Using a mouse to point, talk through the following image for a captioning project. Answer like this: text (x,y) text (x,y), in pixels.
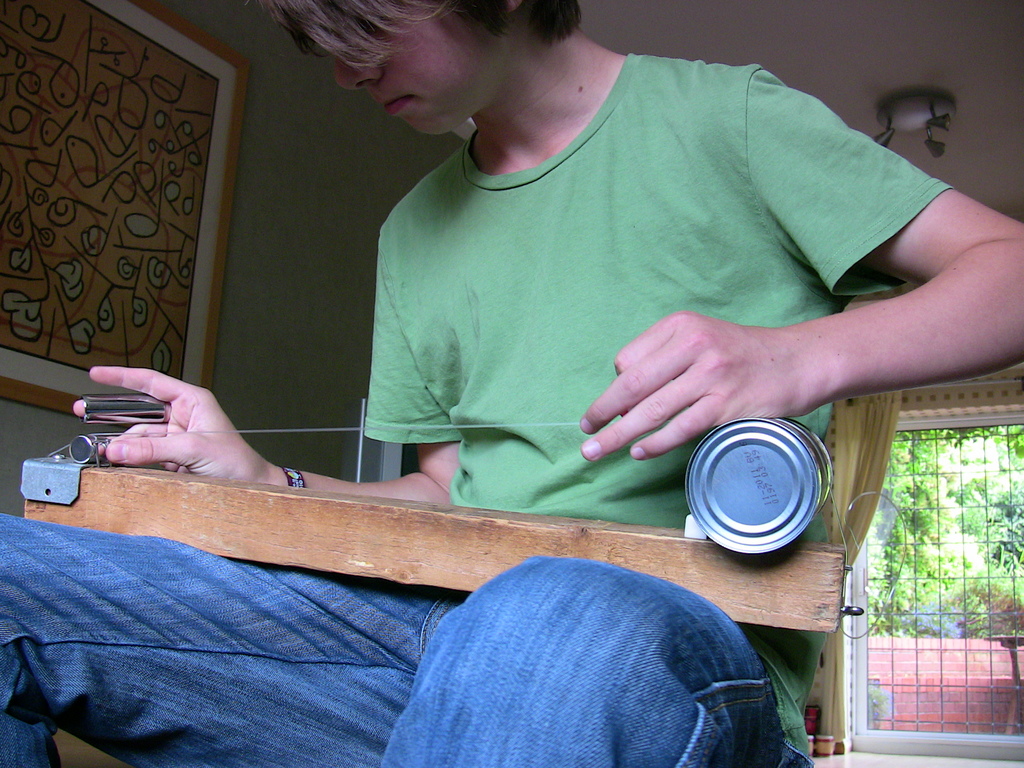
This image is taken indoors. In the background (302,273) there is a wall (236,234) with a picture frame (132,236), a door (903,506) and a curtain (853,428). There are a few grills (944,596). At the top of the image (842,61) there is a ceiling (852,71). In the middle of the image (595,317) a boy (617,442) is sitting and he is playing a homemade string instrument (147,488) on his lap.
